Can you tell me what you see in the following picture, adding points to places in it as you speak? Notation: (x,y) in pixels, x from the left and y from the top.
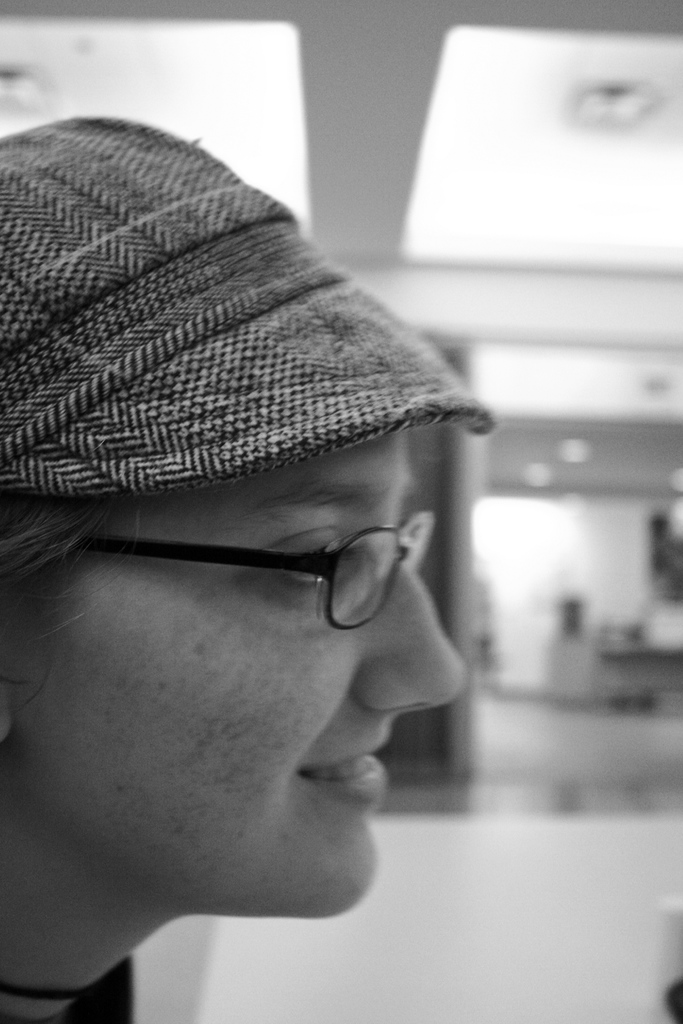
In this image there is a woman (356,729) wearing a cap (62,458), spectacle (299,552) visible on the left side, at top (381,110) there is a roof (393,69), on the right side (641,767) there is a floor (613,805) visible.
